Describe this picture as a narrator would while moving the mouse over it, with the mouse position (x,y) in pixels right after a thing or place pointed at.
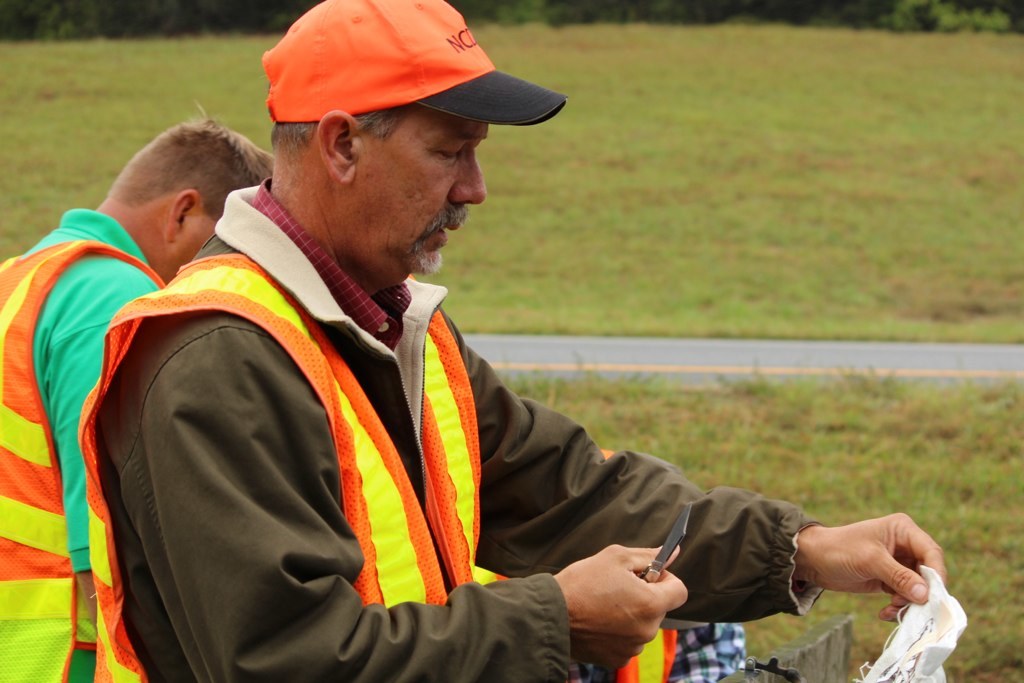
In this image we can see few people (326,460). A person (622,562) is holding few objects (942,664) in his hand (847,552). There is a grassy land (844,444) in the image. There is a road (806,359) in the image. There are many plants (868,22) at the top of the image (849,15).
